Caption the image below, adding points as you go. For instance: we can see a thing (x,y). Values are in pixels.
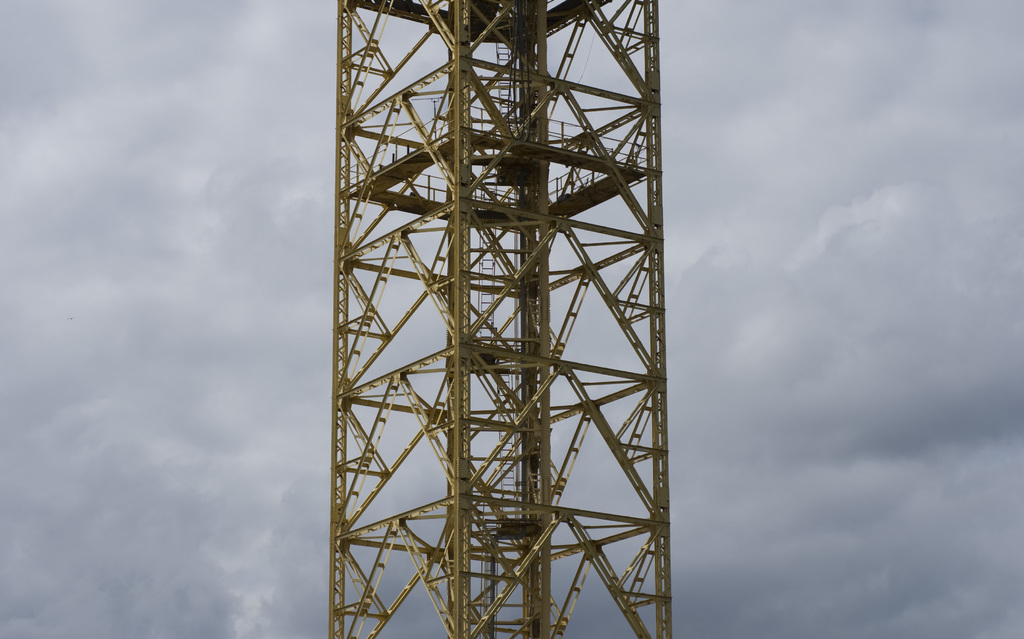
In the center of the image (501,345), we can see a tower (411,177) and in the background (87,137), there are clouds (761,277) in the sky (701,274).
